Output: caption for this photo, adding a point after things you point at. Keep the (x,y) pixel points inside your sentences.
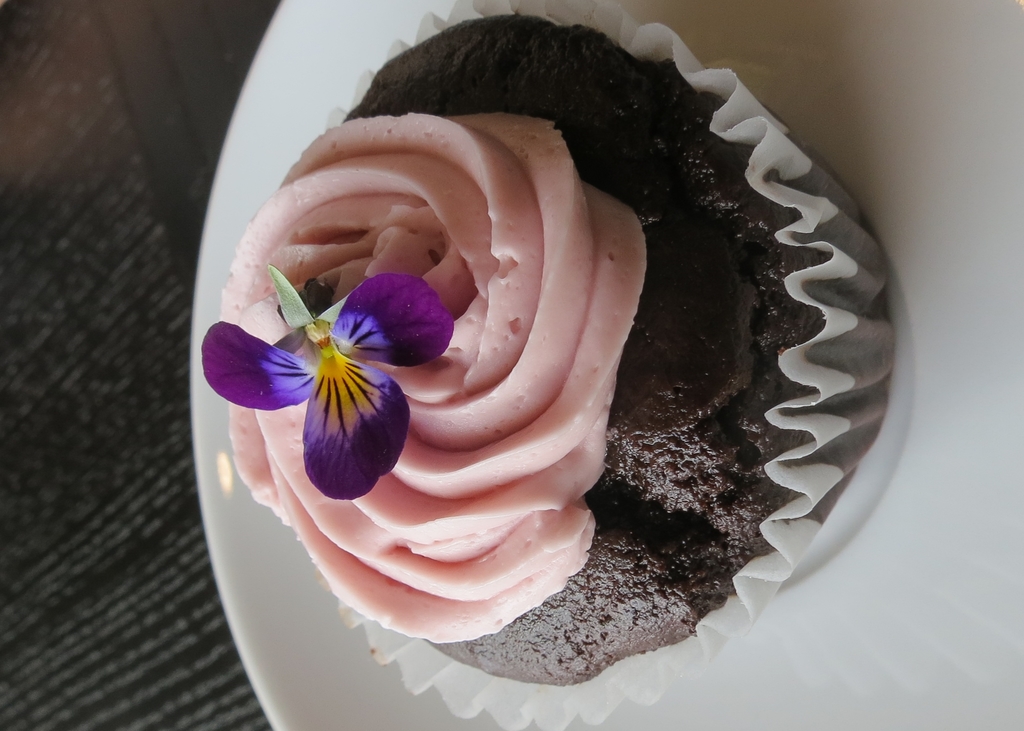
In this picture we can see a plate (898,113), on this plate (861,62) we can see a cup cake (737,459) with flower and this plate (316,666) is placed on a platform (220,635).
